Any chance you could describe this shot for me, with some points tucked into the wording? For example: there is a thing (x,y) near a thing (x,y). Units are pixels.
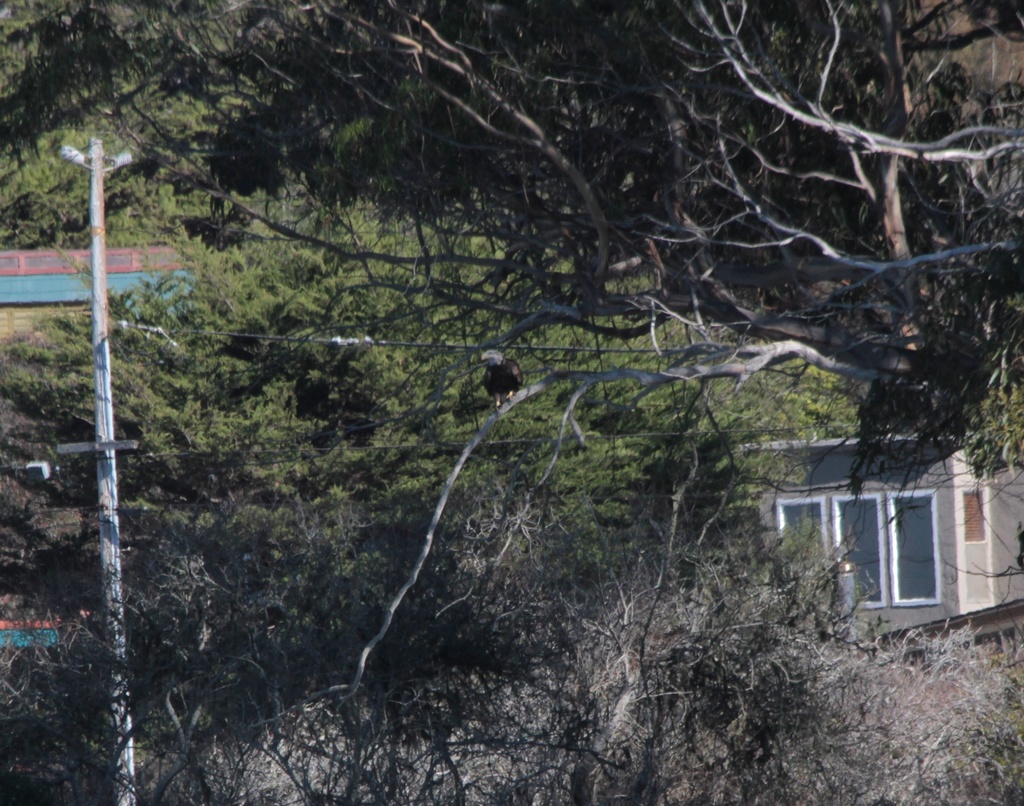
In this picture there is a bird (509,369) which is standing on the tree branch (485,429). On the right (985,552) there is a building (886,472) on that we can see the windows (906,563). On the left (24,493) there is a street light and trees (201,434).
